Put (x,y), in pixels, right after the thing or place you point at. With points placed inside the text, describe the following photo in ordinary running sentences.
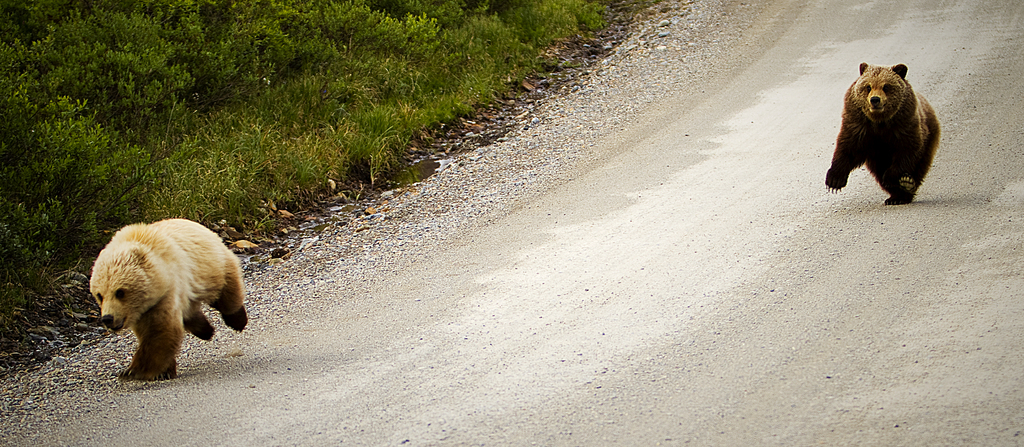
In this image there are two animals (859,113) and at the bottom (356,394) there is road (715,354), and on the left side of the image (150,170) there are some plants (284,87) and grass (263,210).
